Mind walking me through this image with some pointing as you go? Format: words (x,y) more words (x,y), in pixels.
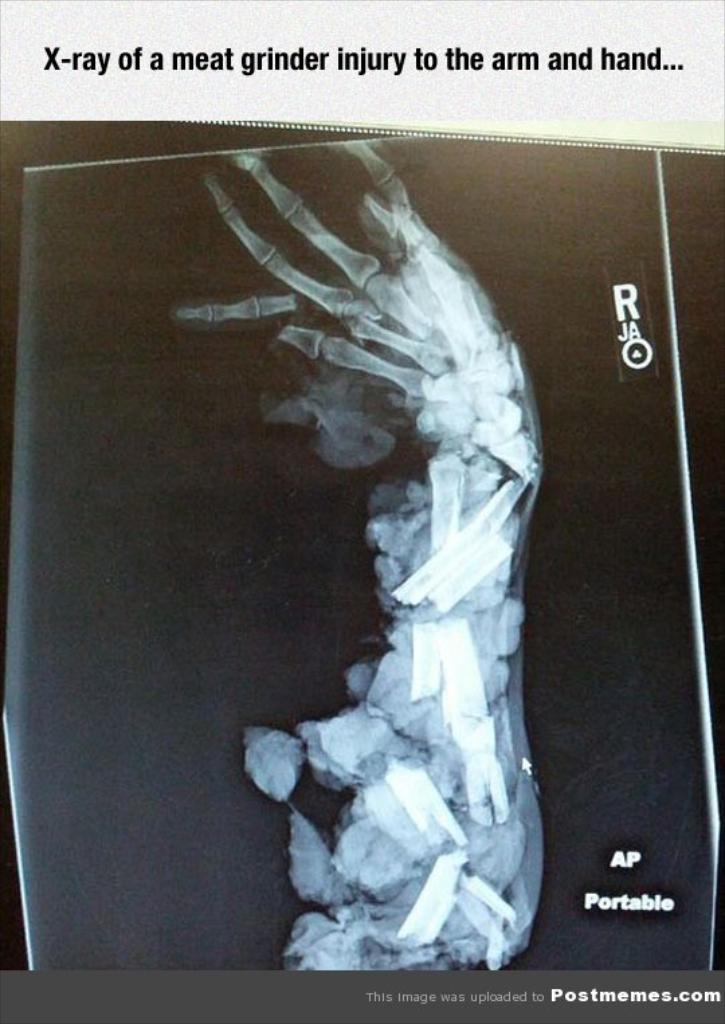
It is a poster (507,909). In this image, we can see the x-ray (398,527) and text (645,899).
